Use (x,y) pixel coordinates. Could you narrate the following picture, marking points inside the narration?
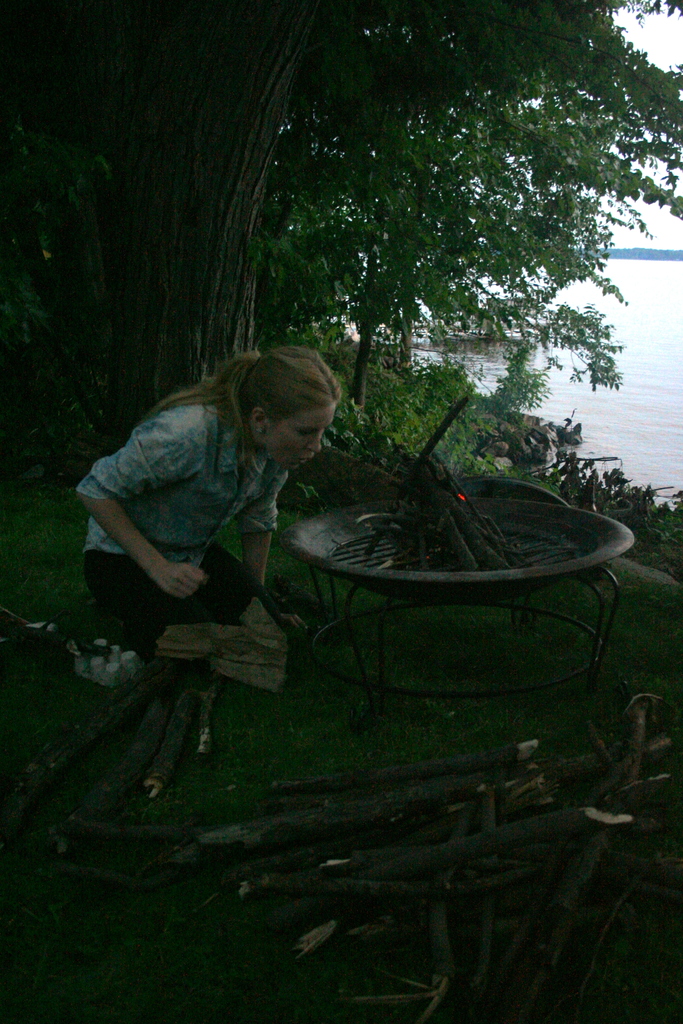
In this image, I can see a woman (222,473) kneeling and there are branches (437,850) on the grass (489,737). I can see an object (472,591) with a stand (481,694). On the right side of the image (668,465), there is water (624,405). In the background (617,381), I can see the trees (291,289) and plants (424,390).
